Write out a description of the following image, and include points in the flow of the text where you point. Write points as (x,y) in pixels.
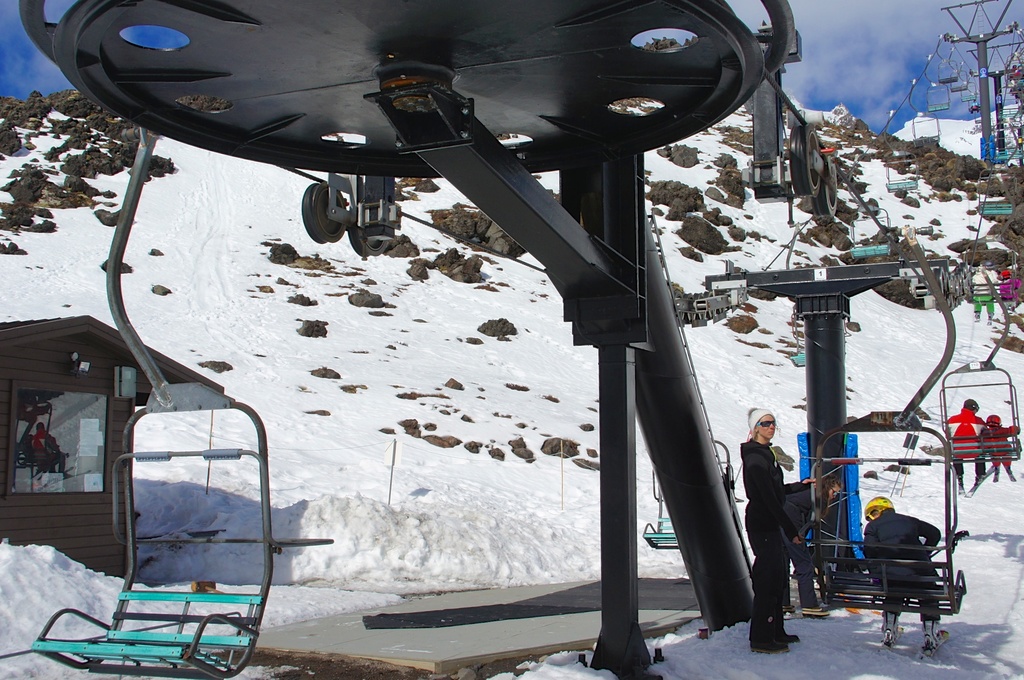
In this picture we can see the ropeway (541,127), rods (895,261), wheels (810,172) and some persons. On the left side of the image (97,378) we can see a house (104,429). In the background of the image (488,297) we can see the snow (424,252) and rocks (422,277). At the bottom of the image (463,602) we can see a board (405,646). At the top of the image (868,62) we can see the clouds (875,72) are present in the sky (843,64).
